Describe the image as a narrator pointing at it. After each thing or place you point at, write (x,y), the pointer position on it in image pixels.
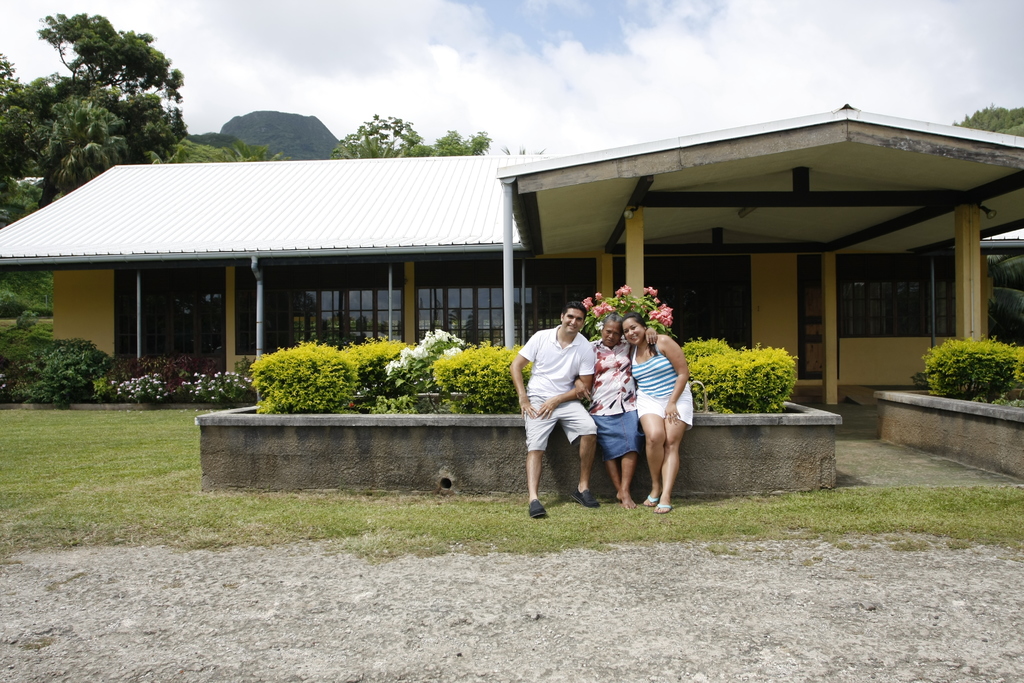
In this image there are three persons (626,382) sitting on the wall (522,433). Behind them there are few plants (470,377) having flowers (245,387). Left side (22,446) there's grass (132,468) on the land (78,438). Behind there are few plants (166,384). Background (913,286) there is house (515,250). Behind there are few trees (110,122). Top of the image (507,130) there is sky (552,68) with some clouds (587,88).
